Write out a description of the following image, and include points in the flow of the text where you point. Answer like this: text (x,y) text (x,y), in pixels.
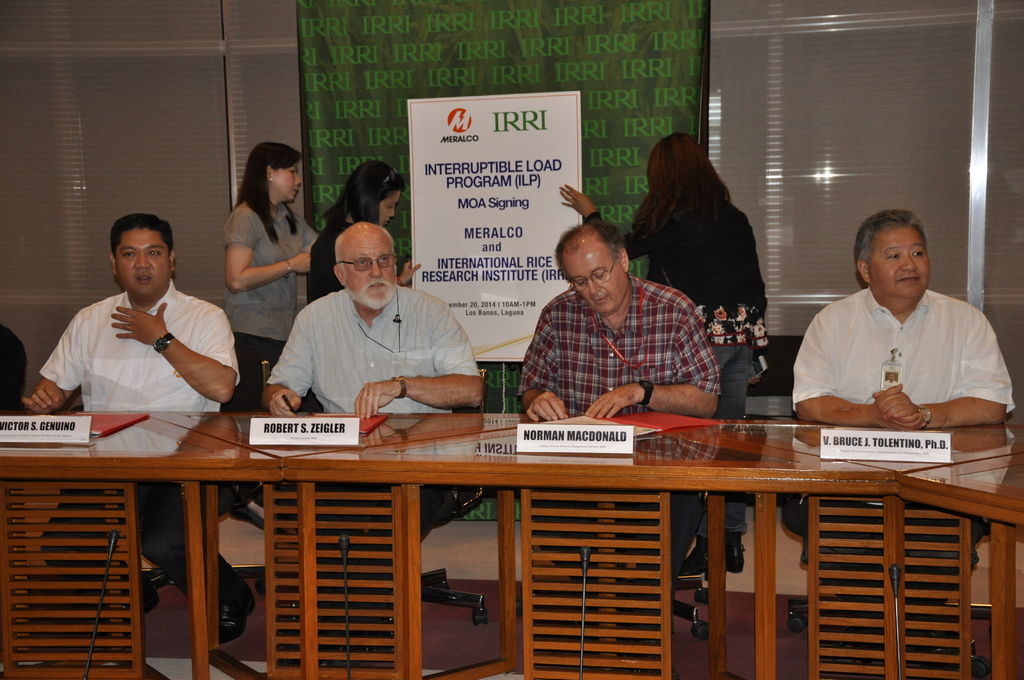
In this picture we can see four men (874,371) are sitting on chairs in front of a table (159,426), there are name boards (330,423) and files (374,416) present on the table (819,438), in the background (716,284) there are three women (650,217) standing, we can see a board (505,168) and a banner (626,93) in the middle (481,227), there is some text (484,161) on the board (547,148), we can also see window blinds (861,119) in the background (837,164).
